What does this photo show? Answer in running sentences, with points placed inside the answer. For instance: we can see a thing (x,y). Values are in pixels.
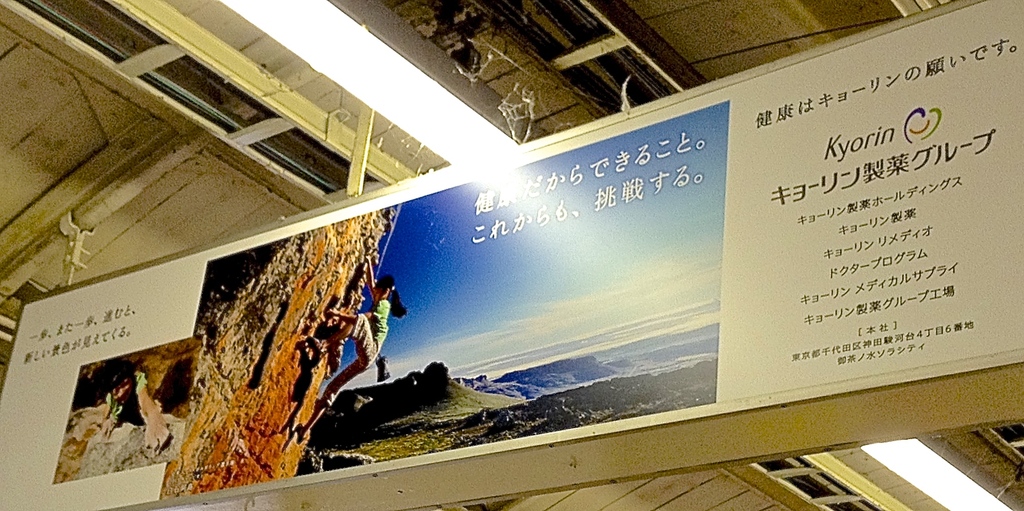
In this picture we can see a hoarding (406,405) here, in this hoarding (282,326) we can see a person (366,327) climbing a hill (355,301), there is a light (385,87) at the top of the picture (373,92), we can see the sky (537,288) here.
